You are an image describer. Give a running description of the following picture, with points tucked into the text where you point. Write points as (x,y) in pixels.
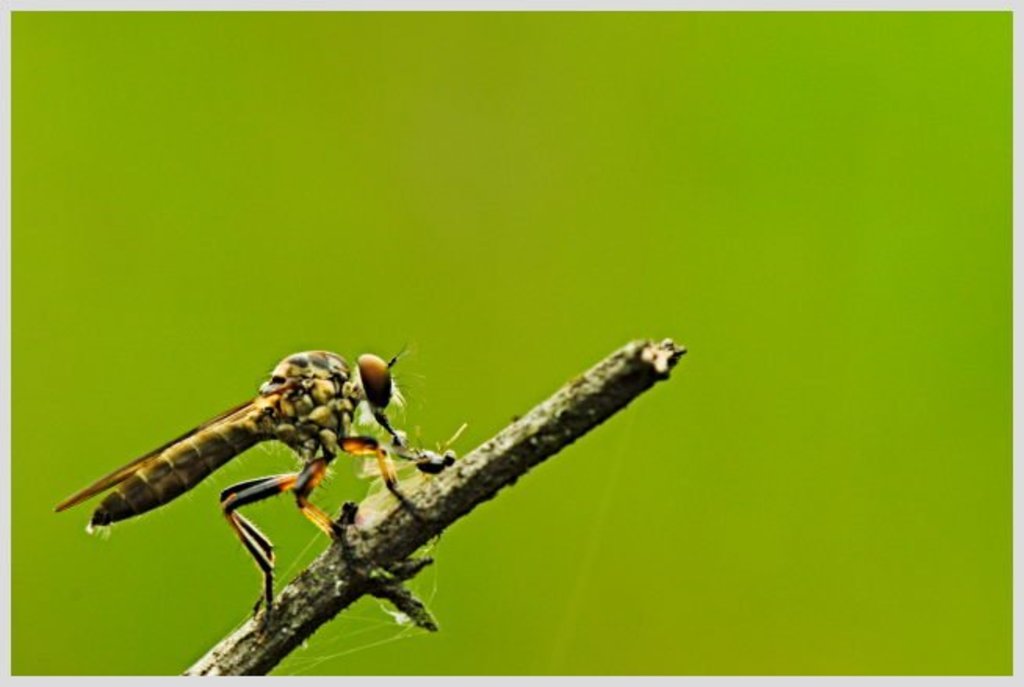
In this image there is an insect (347,424) on the stem (422,527). The background (261,137) is green in the color.
